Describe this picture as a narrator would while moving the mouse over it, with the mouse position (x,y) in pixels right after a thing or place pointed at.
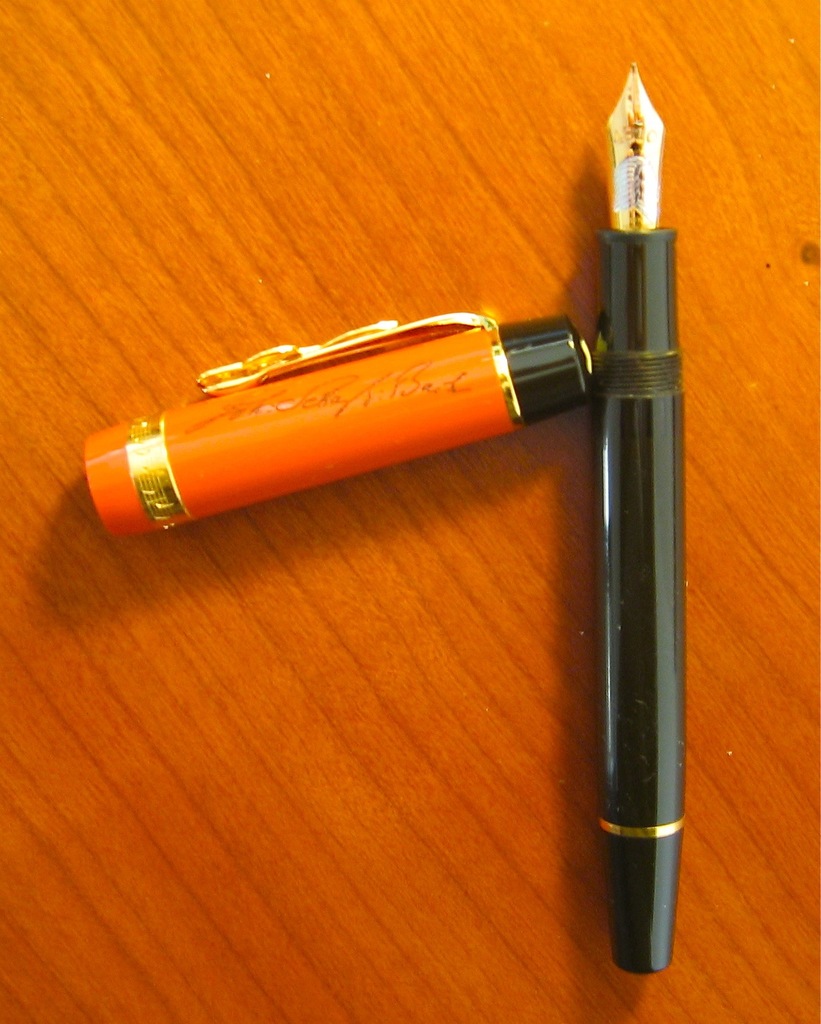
In this image there is a pen (628,314) in the center (357,472) and there is a cap (371,428) of the pen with some text (322,412) written on it.
